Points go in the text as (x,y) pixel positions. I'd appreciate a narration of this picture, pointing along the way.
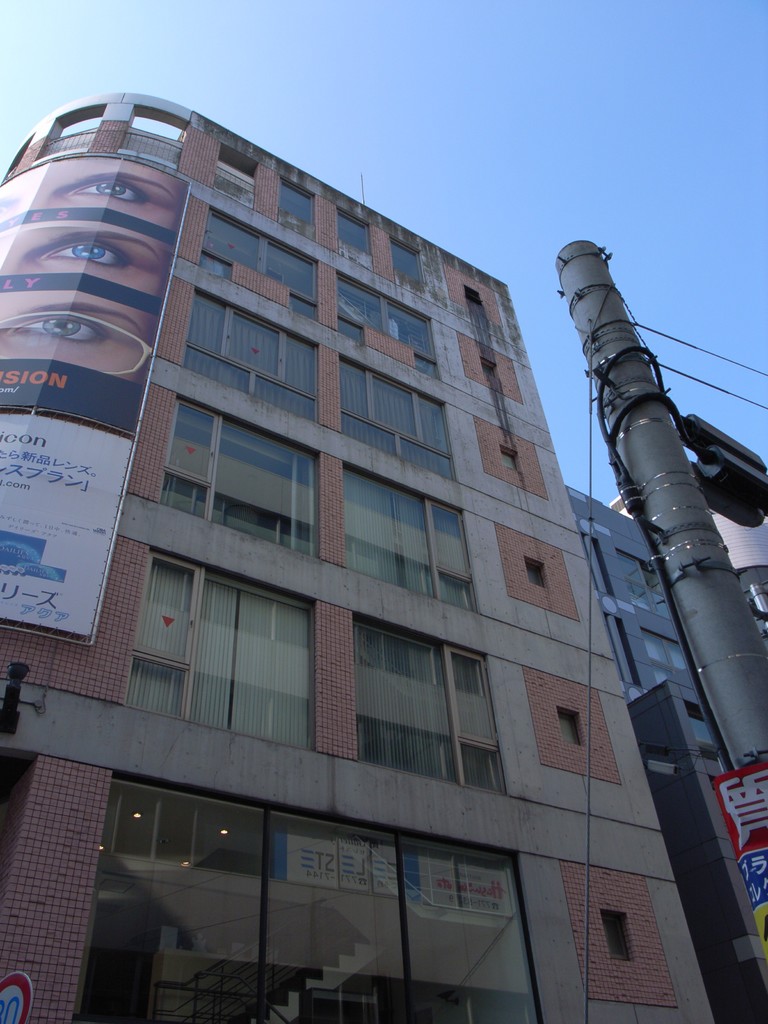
On the right (584,322) there are cables (682,420), street light (738,488) and a pole (657,463). In the center of the picture (453,451) there are buildings (611,616) with glass windows (289,669) and brick walls (560,600). On the left (52,368) there is a banner (55,338). Sky (64,64) is clear.
